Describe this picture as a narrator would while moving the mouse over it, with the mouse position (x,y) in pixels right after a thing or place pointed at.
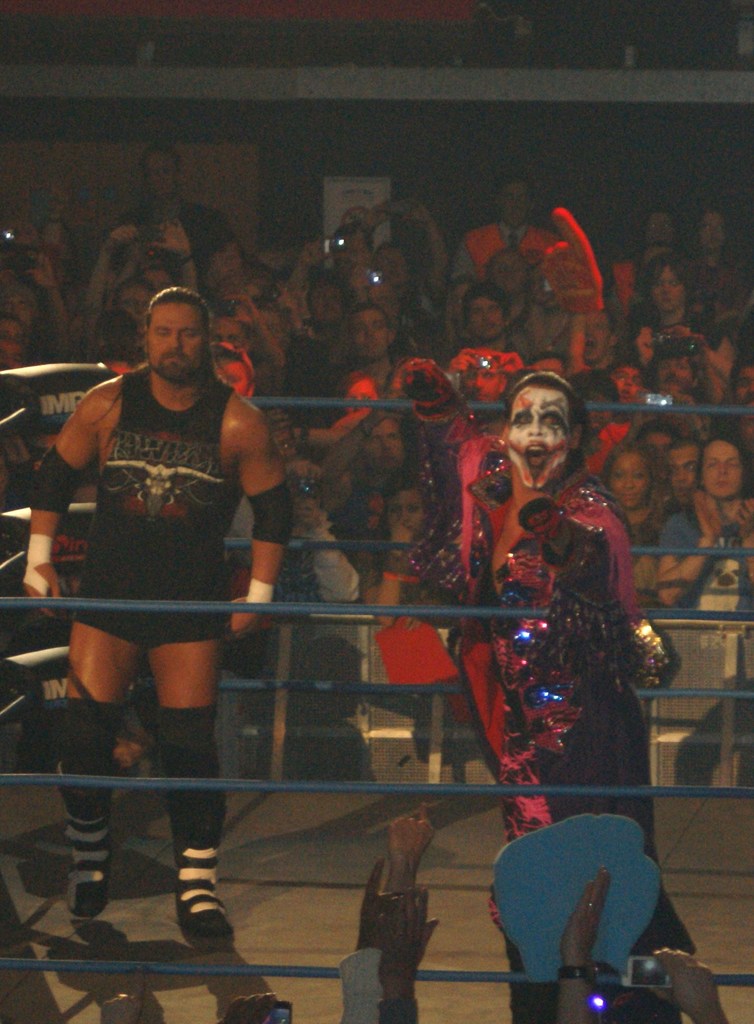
In the image there is some competition being held, there are two people (178,568) at the center of the hall (712,856) and around them there are many other people (402,872).
